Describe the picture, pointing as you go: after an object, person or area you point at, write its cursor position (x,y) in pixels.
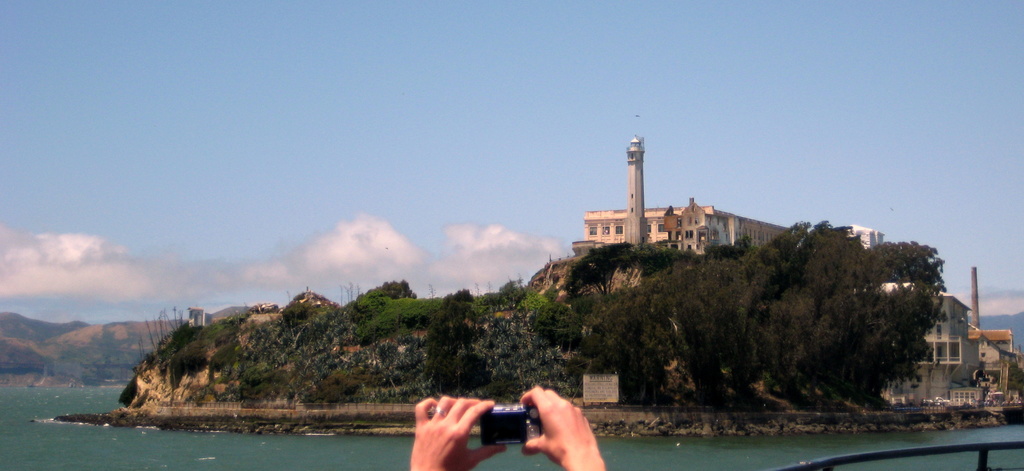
In this image there is the sky (526,102) towards the top of the image (568,83), there are clouds (413,248) in the sky (732,200), there are buildings (961,350), there are towers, there are mountains (110,348) towards the left of the image (93,349), there are trees (667,339), there is a board (612,384), there is text (598,377) on the board (599,390), there is water (297,453) towards the bottom of the image (658,441), there is an object (847,457) towards the bottom of the image (937,451), there is person's hands (563,435) towards the bottom of the image (514,431), there is an object (518,427) in the hand (466,404).
